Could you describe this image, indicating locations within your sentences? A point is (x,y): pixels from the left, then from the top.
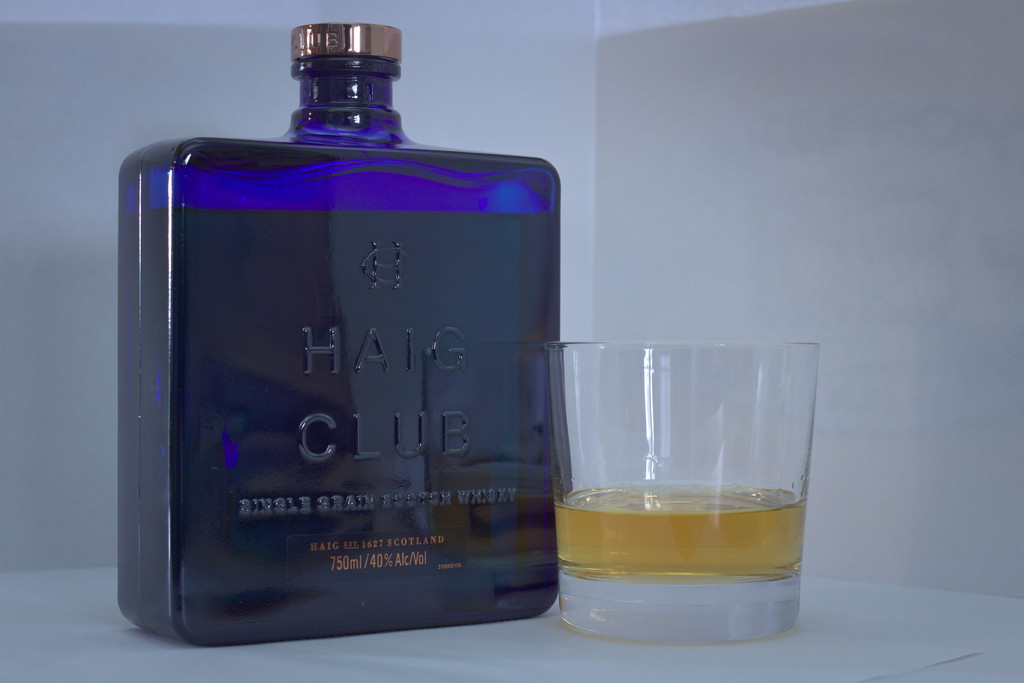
In this picture, on a table (926,673) there is a glass (677,533) with a liquid (698,500) and a blue bottle (304,430) on the bottle (271,502) it is written as a Haig Club. Behind the bottle (512,444) and glass (569,468) is in white color.
